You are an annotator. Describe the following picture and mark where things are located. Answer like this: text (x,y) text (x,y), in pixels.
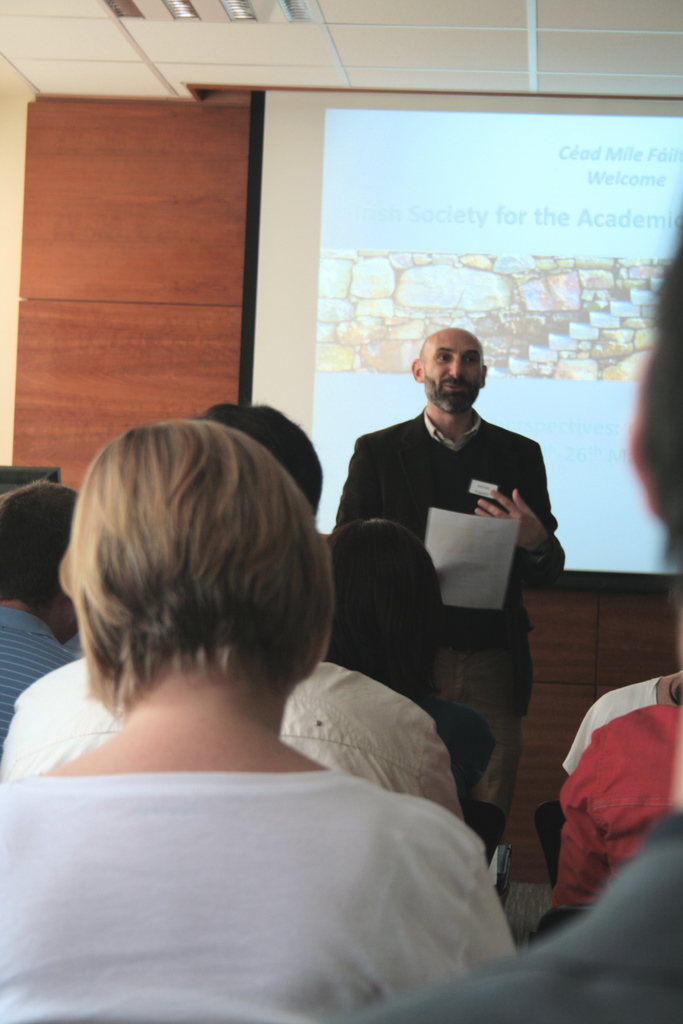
In this image I can see number of people (342,685) where in the front (245,682) I can see most of them are sitting and in the background (486,487) I can see one person (423,359) is standing and holding a white color paper (494,519). I can also see a projector screen (358,380) in the background (578,144) and on it I can see something is written.
